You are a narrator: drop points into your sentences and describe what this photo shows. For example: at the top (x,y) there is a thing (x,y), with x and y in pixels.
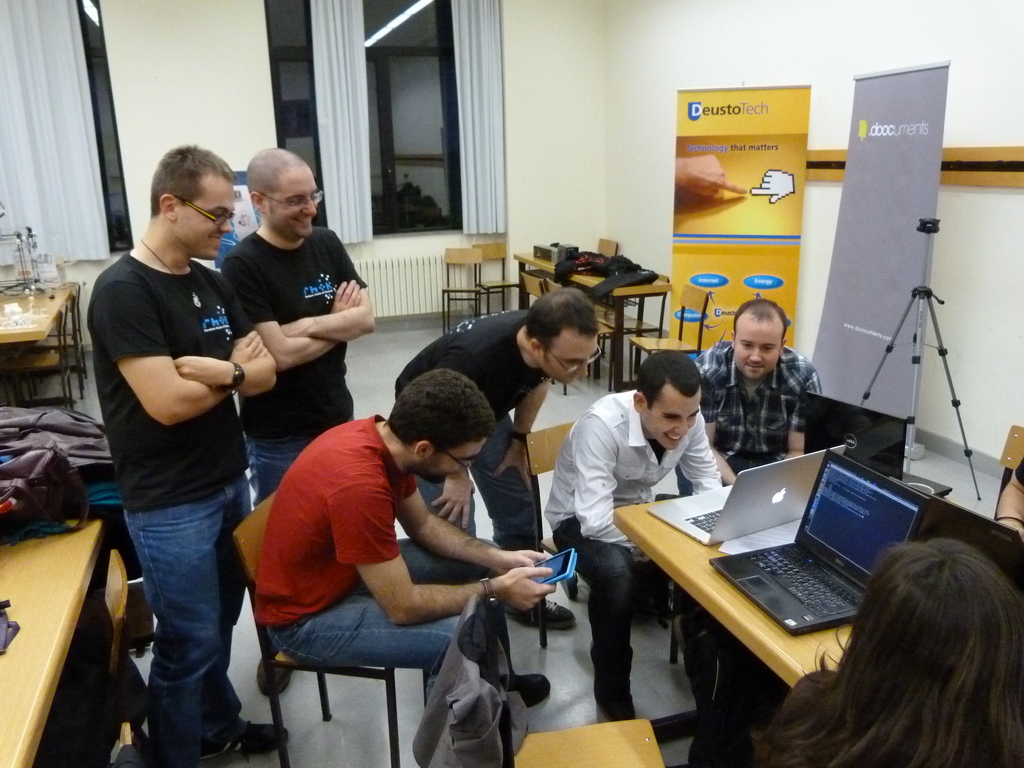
This is a picture taken in a classroom (87,106), there are a group of people (436,381) some people (315,428) are standing on the floor (327,746) and some are sitting on a chair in front of the people (619,456) there is a table (661,556) on the table (698,558) there are laptops (738,497). Background of this people (436,421) is a banners (755,248), glass window (424,115) and a wall (594,90).
